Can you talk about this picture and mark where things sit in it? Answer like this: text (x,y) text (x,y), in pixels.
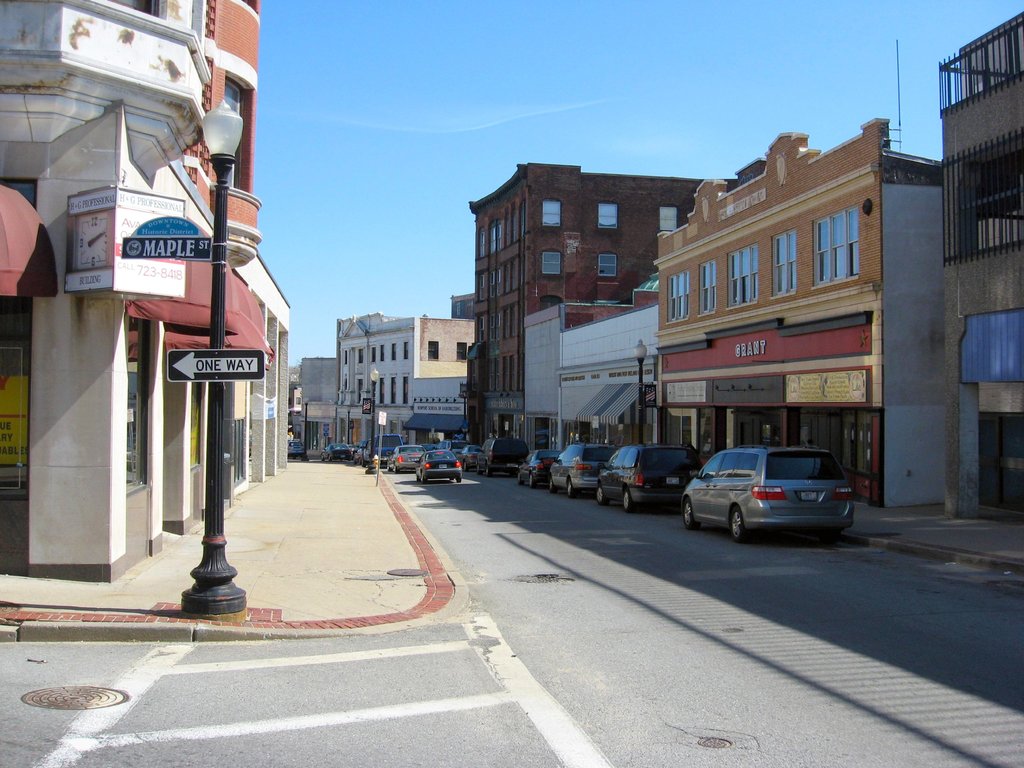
In this image I can see few vehicles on the road (925,630), in front (244,372) I can see a board (226,365) attached to the light pole (220,297), buildings (209,281) in brown and cream color, and I can also see few stalls (415,410) and the sky (429,130) is in blue color.
